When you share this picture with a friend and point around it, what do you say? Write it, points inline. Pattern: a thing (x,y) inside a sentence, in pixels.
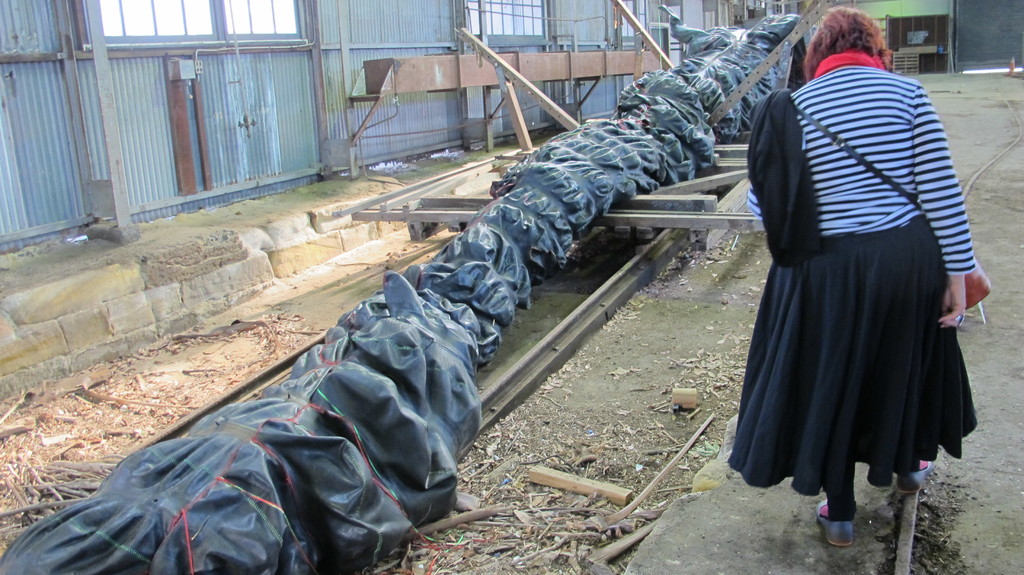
On the right side of the image (824,118) there is a lady (906,270) walking on the floor (719,426). Beside her on the ground (598,448) there are wooden pieces (532,480) and also there is a black color object (679,172) with wooden poles (743,89). And on the left side of the image (139,31) there is a wall (219,87) with windows (520,4). And there are many other things (932,29) in the background (931,72).
